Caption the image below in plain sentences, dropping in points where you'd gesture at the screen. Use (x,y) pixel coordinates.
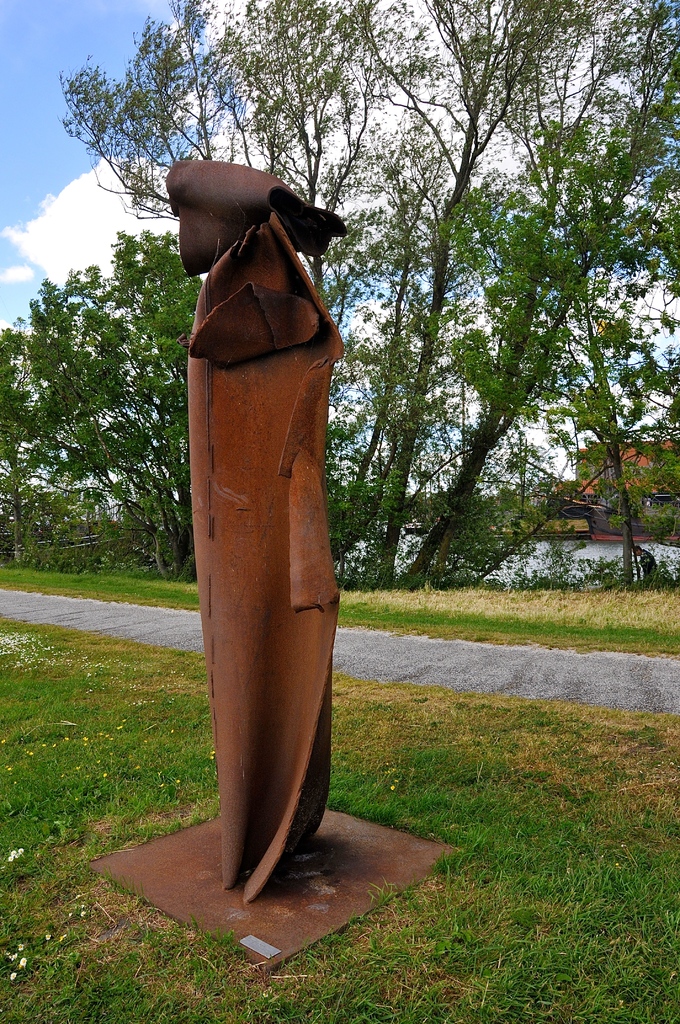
In this picture we can observe a metal object (248,497) which is in brown color on the ground (162,777). There is some grass (113,756) on the ground (509,808). In the background (456,432) there are trees (134,435) and a sky (53,200) with some clouds (55,249).
